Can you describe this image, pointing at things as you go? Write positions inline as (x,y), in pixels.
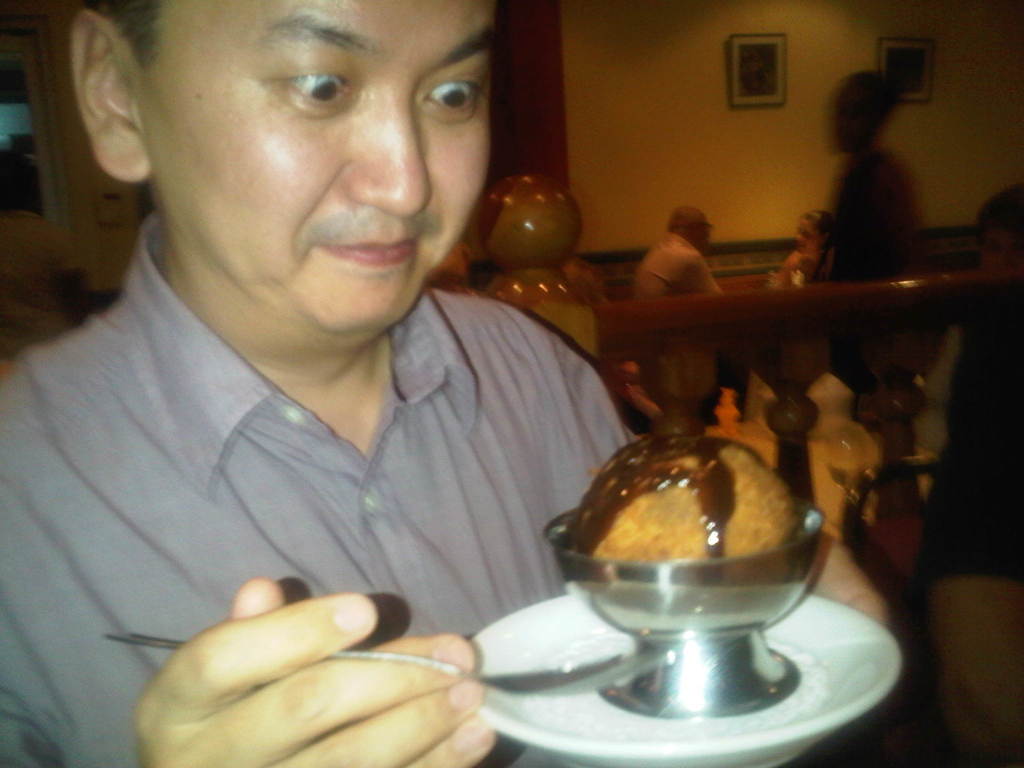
In this image, there is a man (254,733) holding a white color plate (695,724) and there is a ice cream (740,552), the man (272,646) is holding a spoon (517,681) and he is looking at the ice cream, in the background (681,249) there are some people (663,248) sitting and there is a wall (739,265).
